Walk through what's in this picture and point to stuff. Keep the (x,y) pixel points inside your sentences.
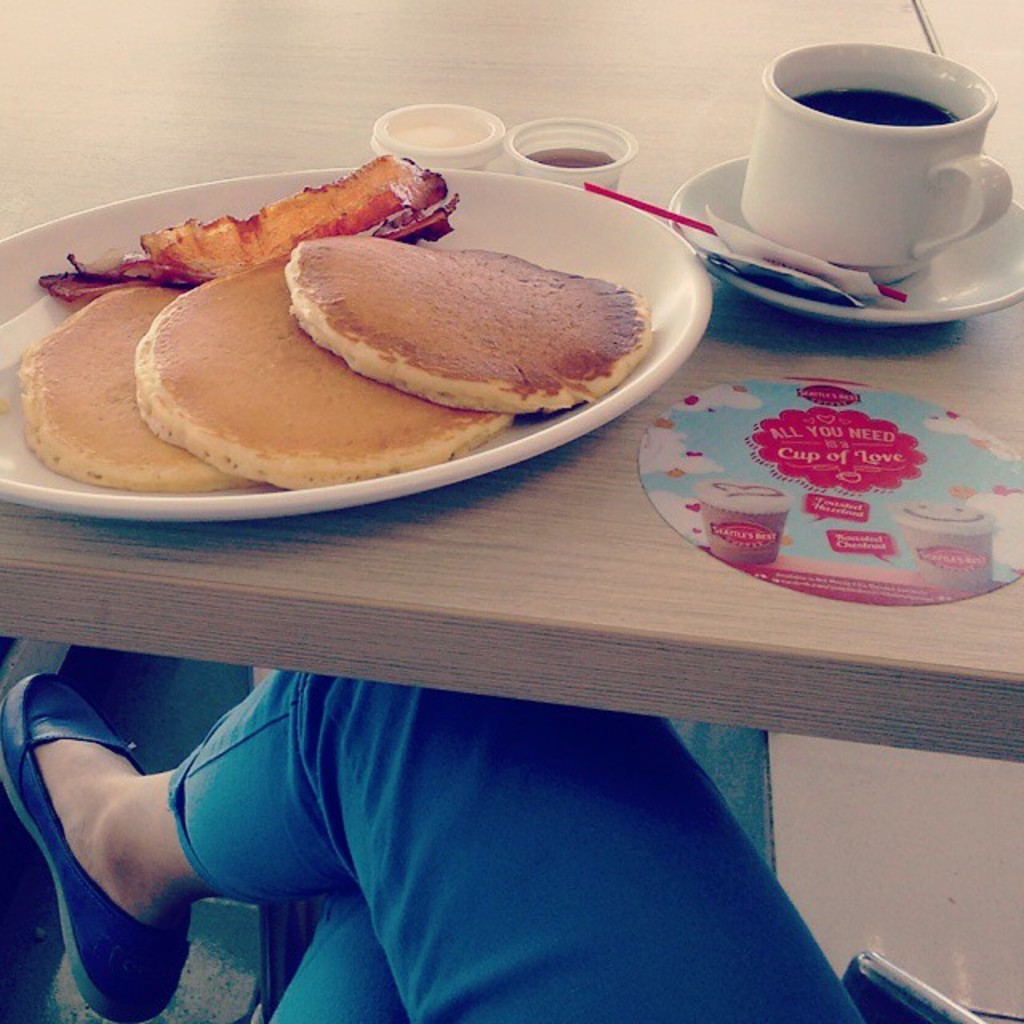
In this picture we can see table (710,76) and on table (570,642) we have plate (40,291) with some food item (365,240), cup (862,128) with drink (903,121) in it, saucer (963,285), stick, packets (761,256) and aside to this we have person (539,864) sitting.
